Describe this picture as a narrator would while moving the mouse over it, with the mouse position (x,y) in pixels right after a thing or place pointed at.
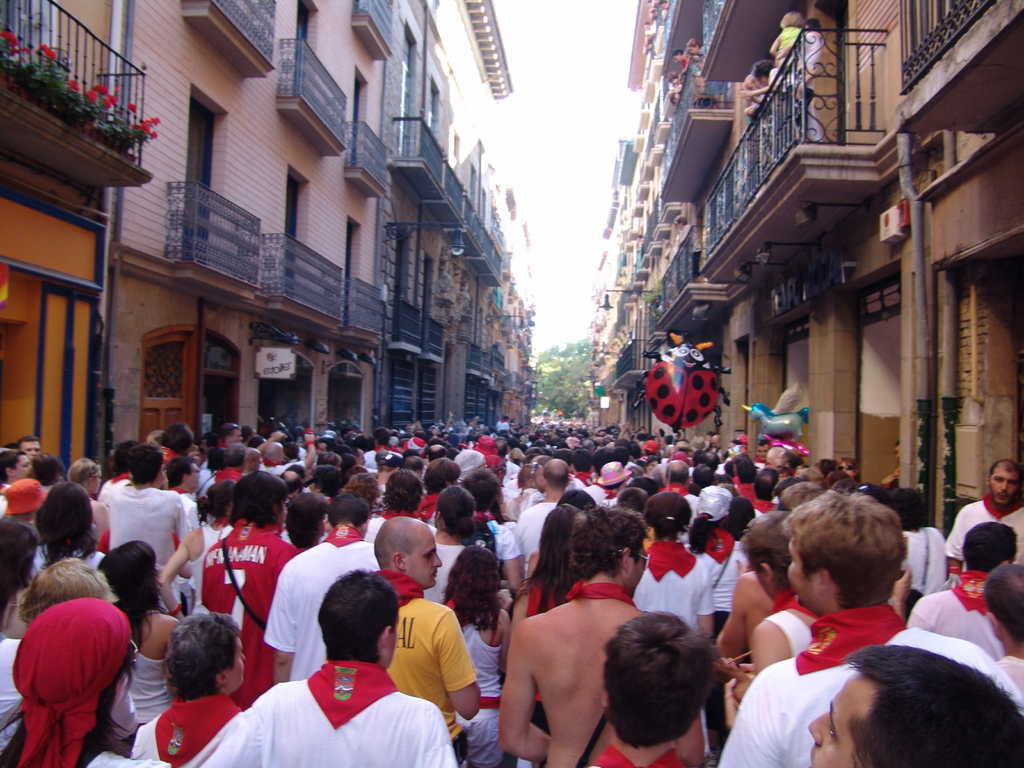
In this image, we can see many people (447,617) and in the background (272,261), there are buildings (275,178), railings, flower pots (68,99), balloons (646,355), poles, boards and we can see trees (579,368).
